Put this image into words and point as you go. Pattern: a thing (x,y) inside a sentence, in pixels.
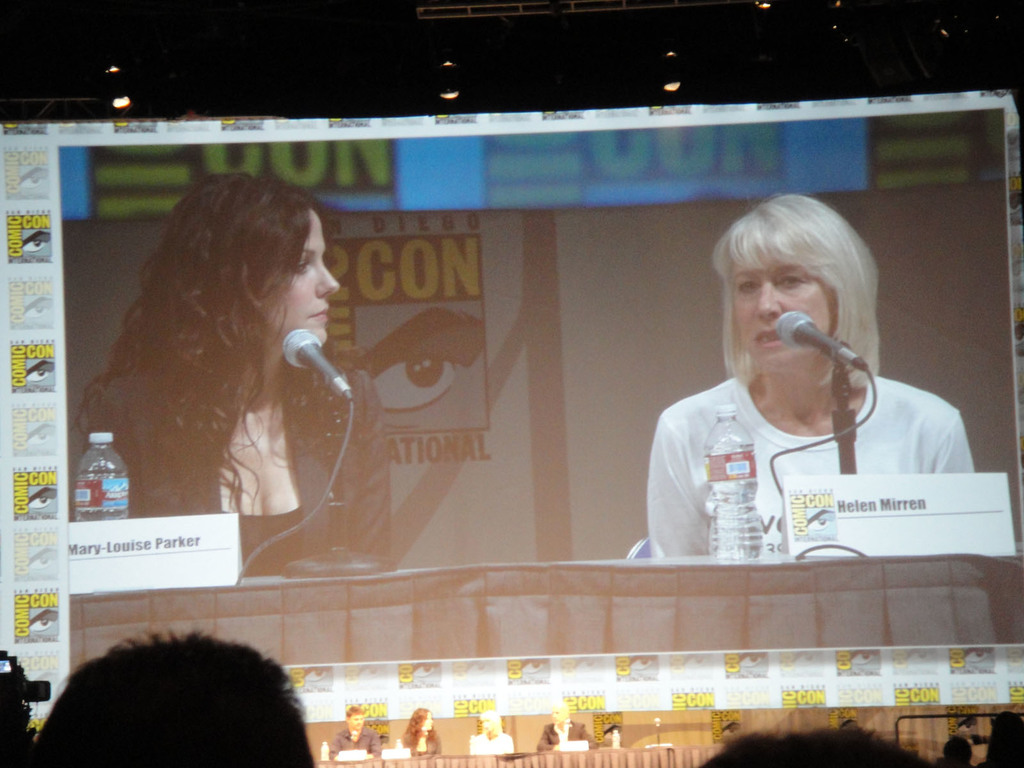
In this image there are group of people (422,738), and there is a camera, lights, lighting truss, screen (44,648), and on the screen (19,565) there are two persons (295,454) sitting, and on table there are bottles (91,464), name boards (946,521), mike's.
